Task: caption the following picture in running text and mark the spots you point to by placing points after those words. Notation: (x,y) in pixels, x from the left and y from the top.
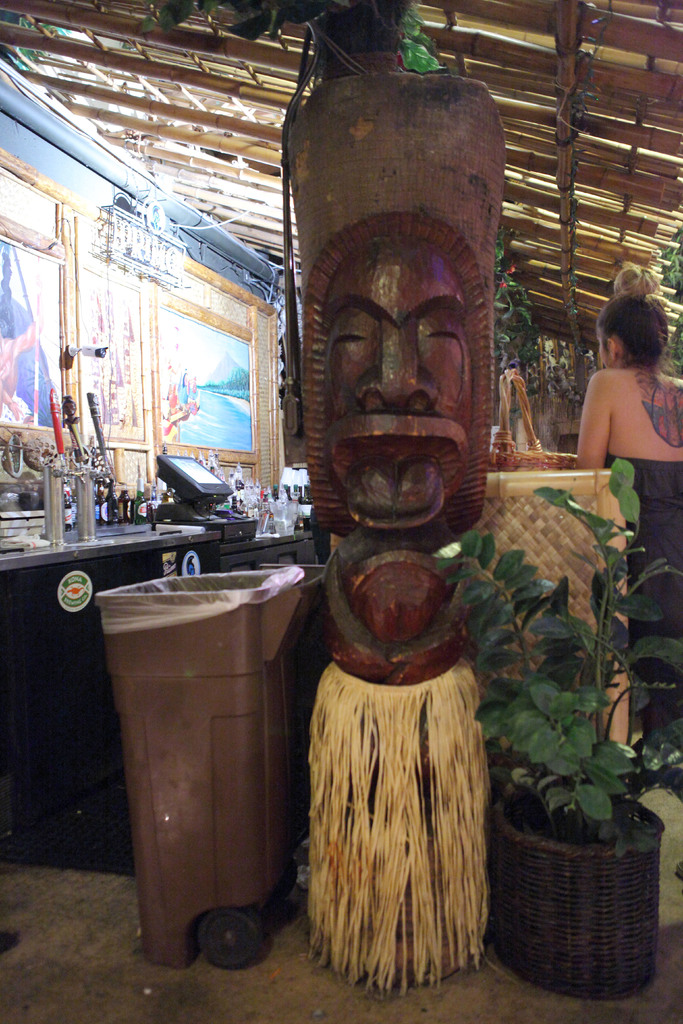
In this image in the foreground (228,720) I can see there is a wooden structure (329,86) and dustbin (282,687) on the left side (221,932) and a plant (486,538) on the right side (679,660).
